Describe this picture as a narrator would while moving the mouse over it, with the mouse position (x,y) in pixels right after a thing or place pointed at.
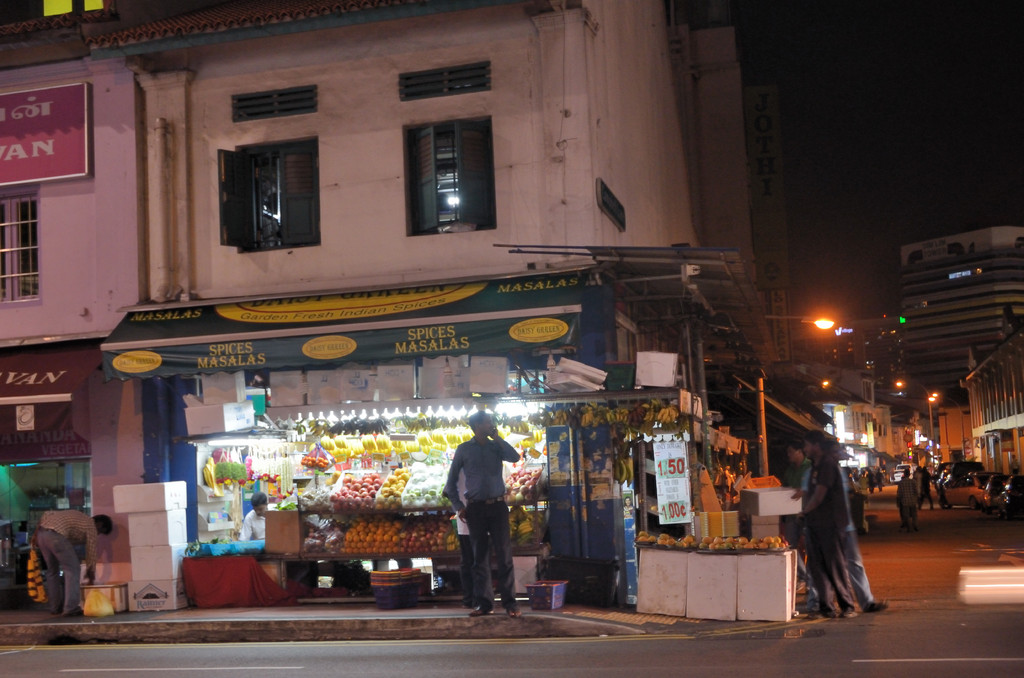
In this picture there is a man (487,450) who is holding a mobile phone (496,439). He is standing near to the shop (591,493). In the fruit shop (281,502) we can see an apples (359,504), bananas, grapes (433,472) and other items (435,495). On the right (973,490) we can see many cars (944,498) and street lights (819,323) on the road (895,492). On the left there is a building (36,281). At the top (446,151) we can see the windows (464,185) and board (67,124). In the bottom left (101,525) there is a man (65,562) who is standing near to the shop (22,520). In the top right (953,107) there is a darkness (918,134).
